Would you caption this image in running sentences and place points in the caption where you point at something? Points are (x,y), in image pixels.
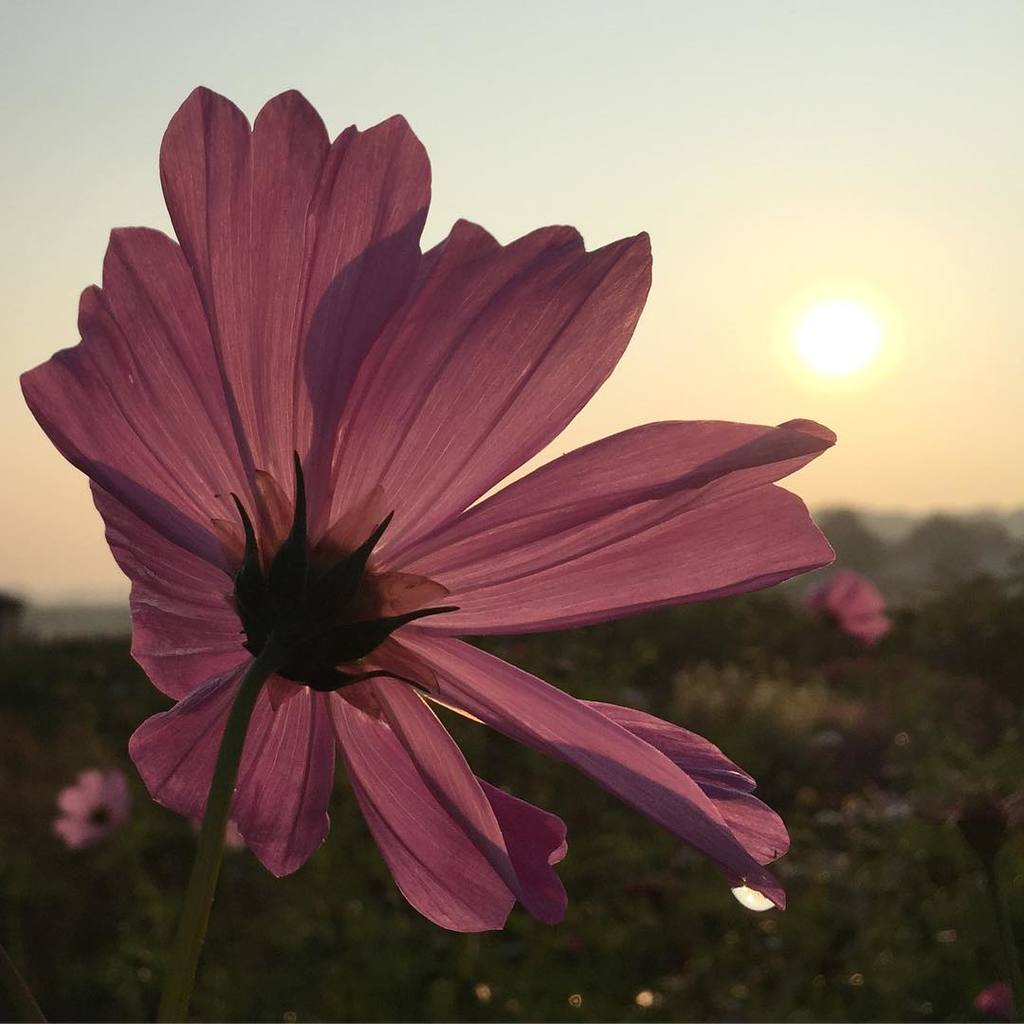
In this image we can see some flowers (499,694), plants (604,646), trees (853,560) and mountains (885,535), in the background (766,244), we can see the sunset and the sky (975,373).
